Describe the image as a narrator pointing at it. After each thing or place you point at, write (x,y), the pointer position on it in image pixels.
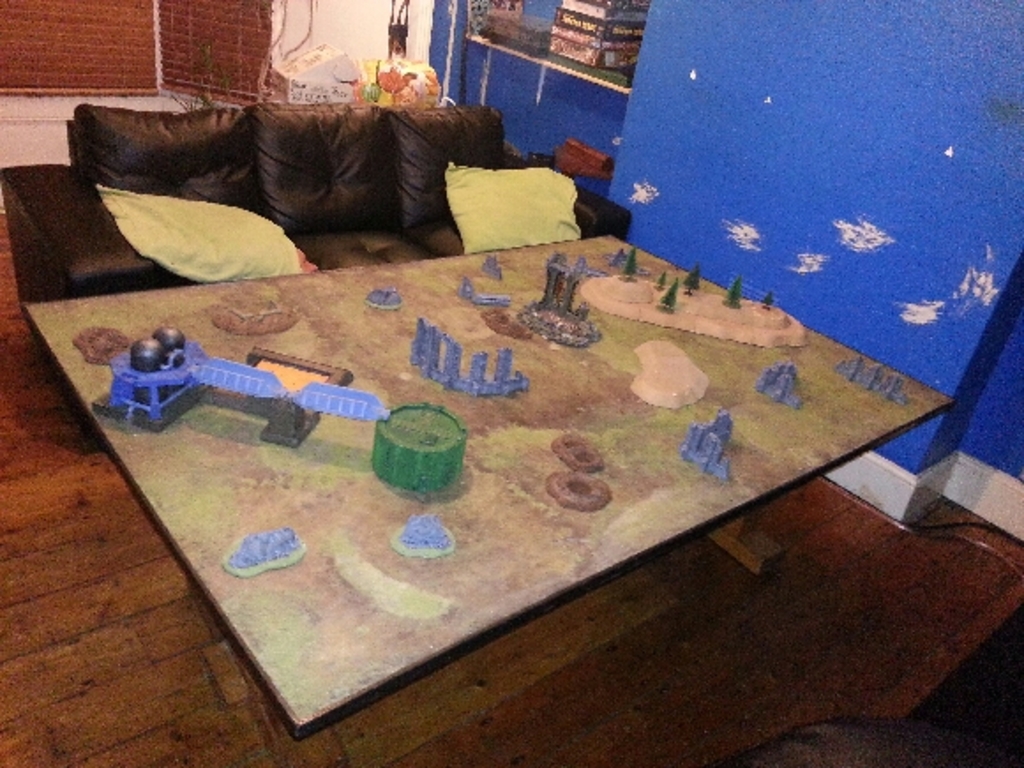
In this image in front of a sofa (481,162) there is a table (365,576). On the table (361,433) there are models (360,411) of buildings (498,382), trees (671,291) and few other things (657,350). In the background (441,44) there is wall (500,54). On the sofa (141,185) there are cushions (475,204).
